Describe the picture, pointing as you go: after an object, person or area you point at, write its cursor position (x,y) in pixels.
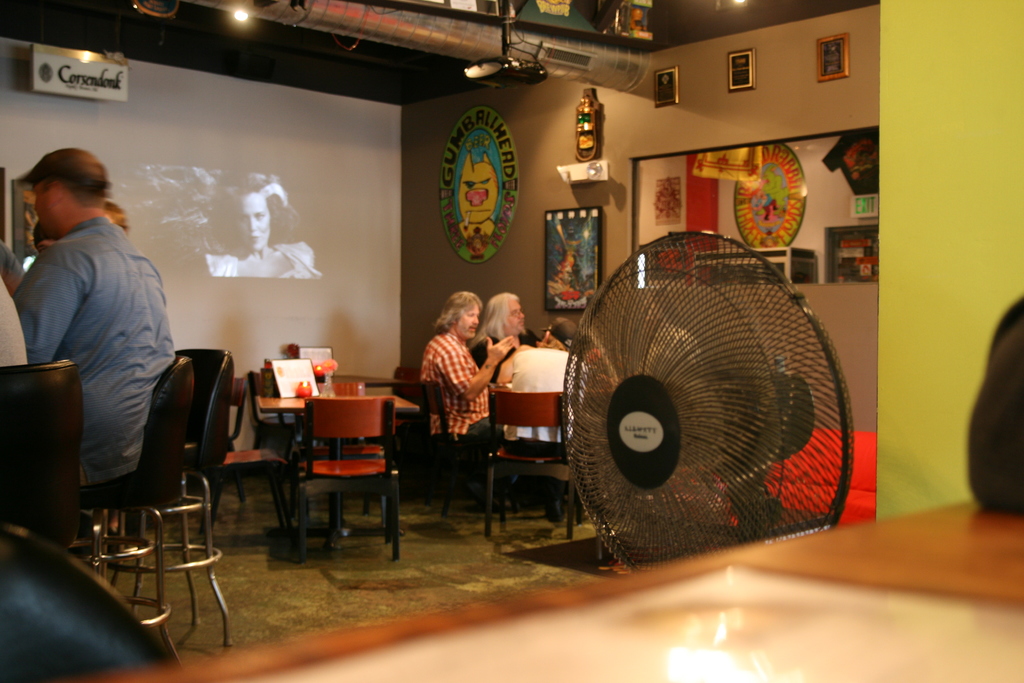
In the center of the image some persons (500,361) are sitting on a chair (217,366). In the background of the image (405,166) we can see screen (295,194), boards (85,89), photo frames (754,59), wall (705,99), lights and some objects (719,157), tables (365,380), flower pot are there. On the right side of the image (783,400) fan (785,392), wall (919,399) are present. At the bottom of the image (401,573) floor (425,574) is there. At the top of the image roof (528,31) is present.
